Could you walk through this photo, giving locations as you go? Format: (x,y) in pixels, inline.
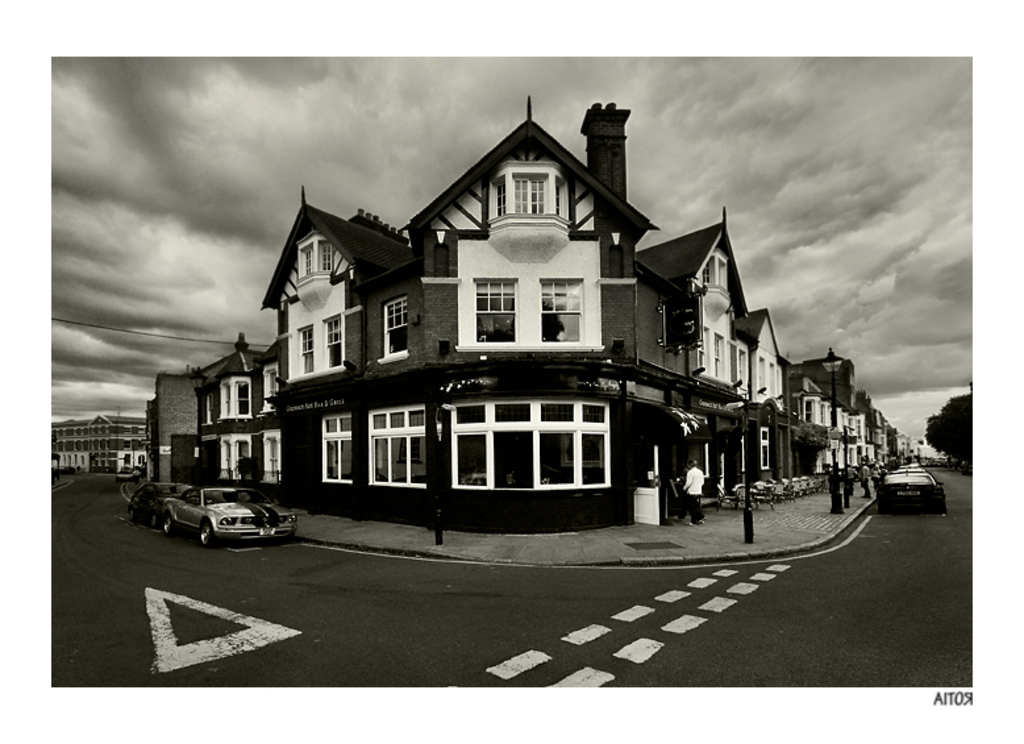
In this image in the center (547,431) there are buildings (561,445). On the right side (916,495) there are cars (918,484) on the road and there are trees (941,432) and there are persons (866,473). On the left side (145,488) there are cars (193,502) on the road (124,484) and the sky (330,160) is cloudy.
